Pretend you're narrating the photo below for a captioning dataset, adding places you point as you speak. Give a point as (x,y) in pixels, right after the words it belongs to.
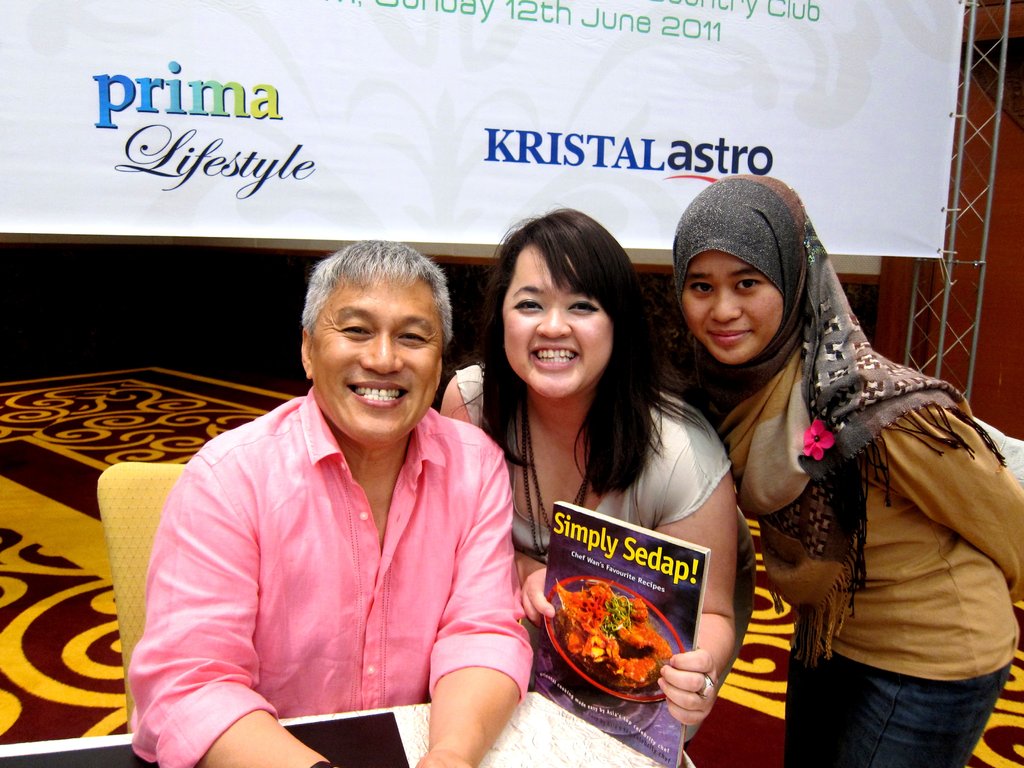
In this image there are three people (980,525) in which one of them sitting on the chair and one of them holds a book (553,682), there is a black color object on the table (614,766), there is a banner (538,207) with some text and tied to the poles (947,265) and there is some design (75,454) on the floor mat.
